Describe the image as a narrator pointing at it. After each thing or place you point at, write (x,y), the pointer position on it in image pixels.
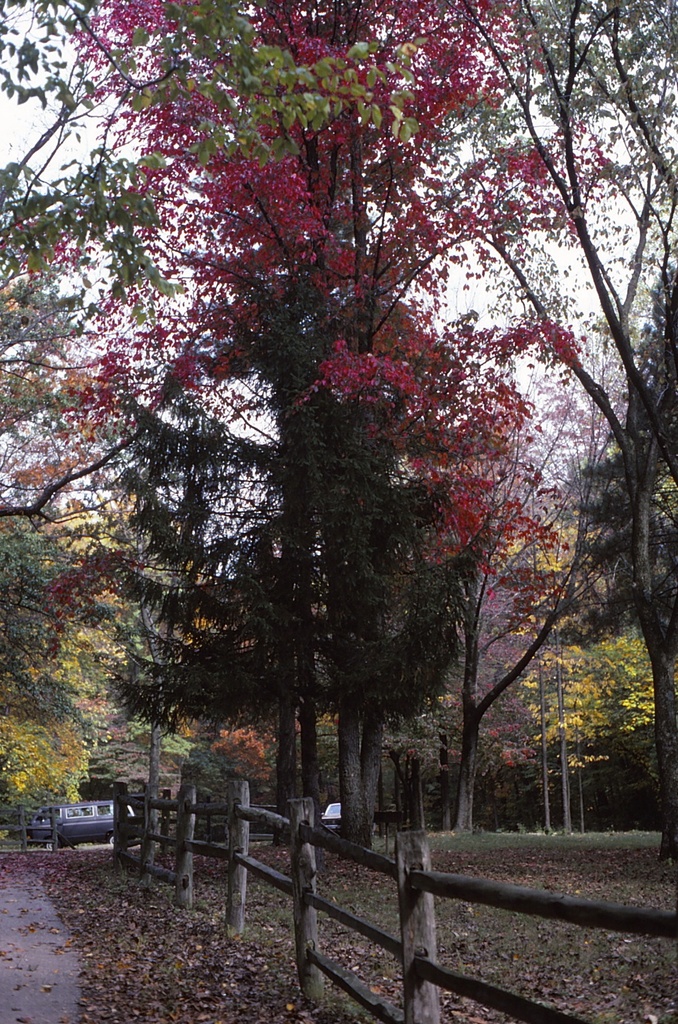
In front of the image there is a wooden fence (420,945). At the bottom of the image (153,989) there are dried leaves (374,959). There are vehicles (43,843) on the road (34,964). In the background of the image (13,817) there are trees (304,430) and sky (53,147).
